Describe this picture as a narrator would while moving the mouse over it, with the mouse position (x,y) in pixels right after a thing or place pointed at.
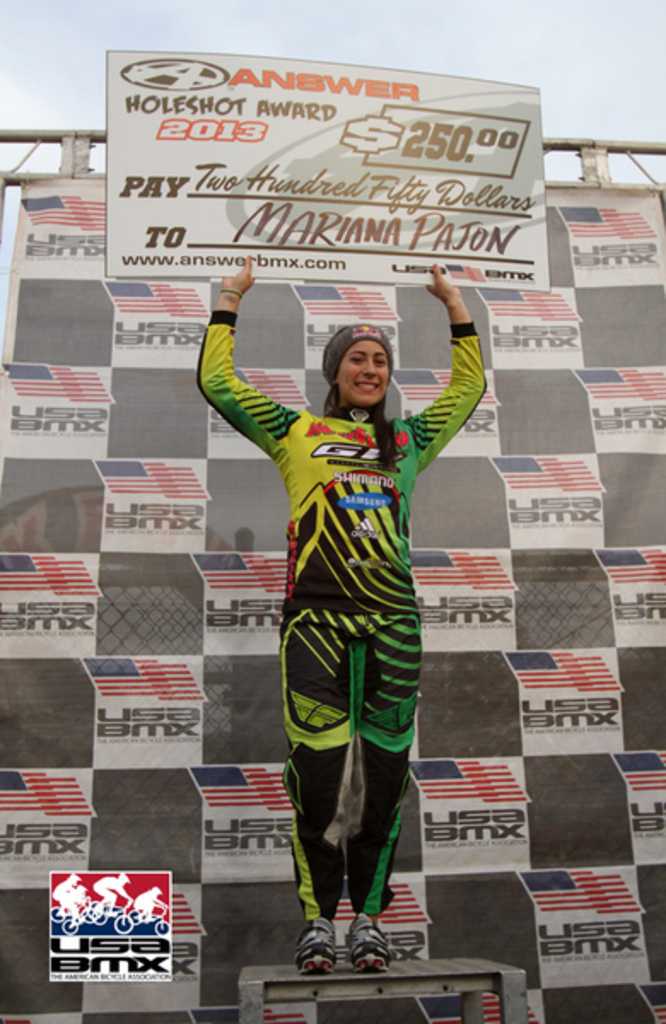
In the picture a woman (350,701) is standing on a dais (413,978) and she is holding a prize (238,87) with her both hands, behind the woman (351,633) there is a banner (119,639) of the event.
